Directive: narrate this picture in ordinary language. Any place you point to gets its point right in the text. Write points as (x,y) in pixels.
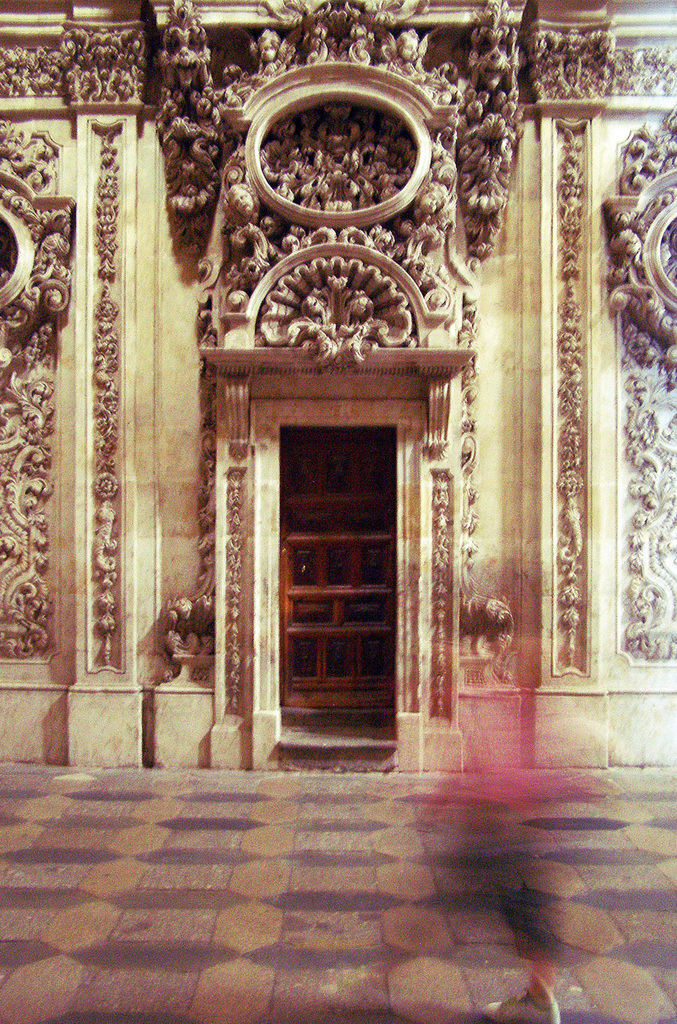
In this image we can see door (302,563) and building (524,542). At the bottom (299,895) there is a floor (298,952).
